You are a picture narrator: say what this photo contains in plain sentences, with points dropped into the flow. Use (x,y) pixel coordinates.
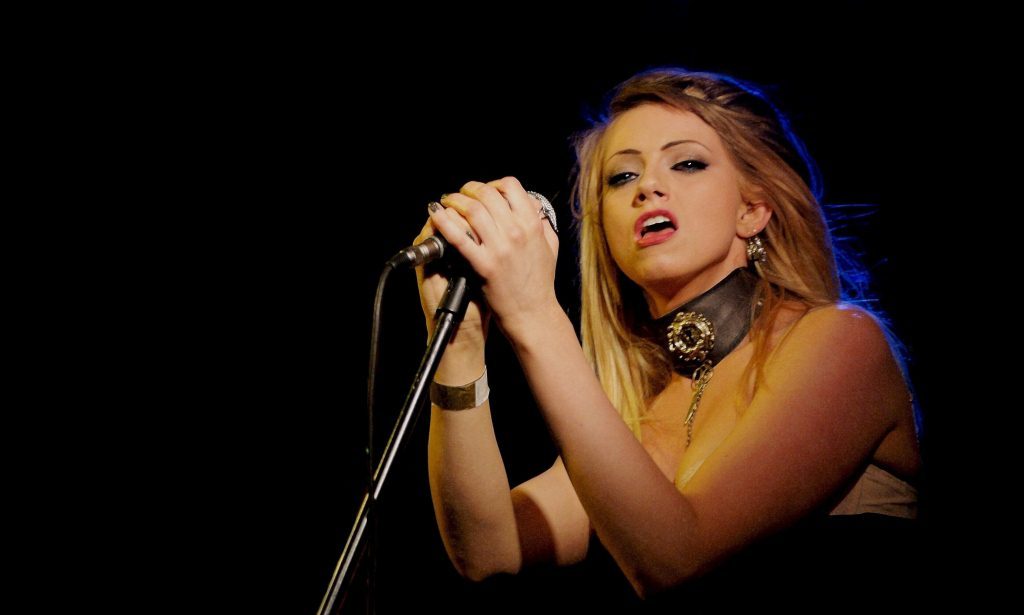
In this picture there is a woman (451,518) she is singing a song, she held microphone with both of her hands (465,185) and she is looking somewhere else and she is wearing necklace (747,322) and she is wearing a band (466,399) to her right hand (449,380).
